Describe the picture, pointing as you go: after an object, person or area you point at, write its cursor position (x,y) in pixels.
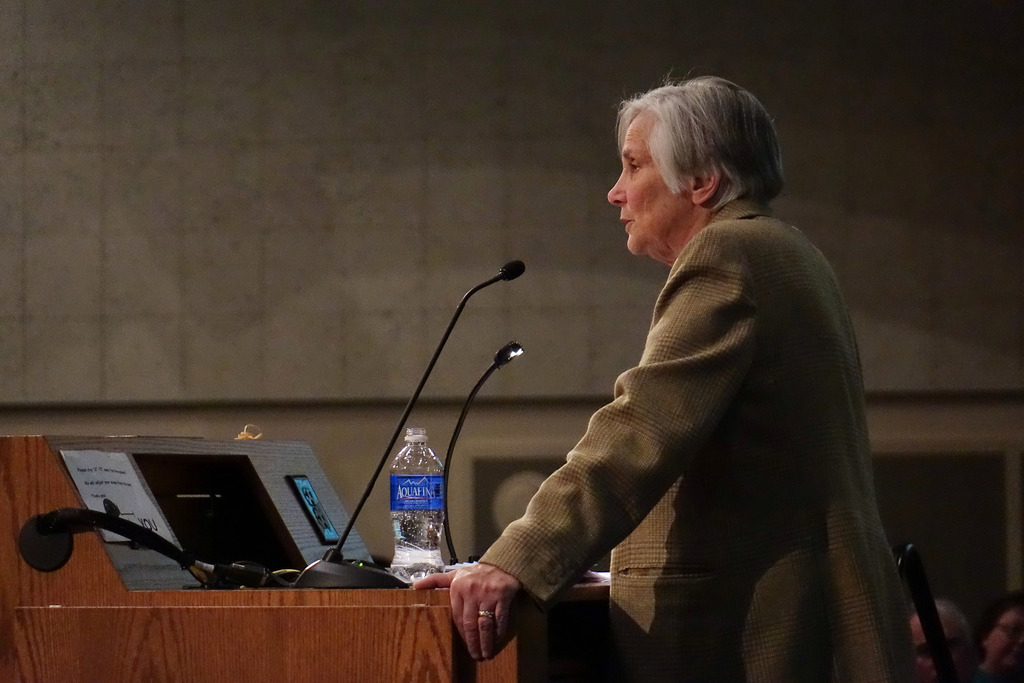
There is a person (730,298) standing in the foreground area of the image (462,587), there are mics (457,558), bottle (440,523) and other objects (151,506) on the desk (144,487).
